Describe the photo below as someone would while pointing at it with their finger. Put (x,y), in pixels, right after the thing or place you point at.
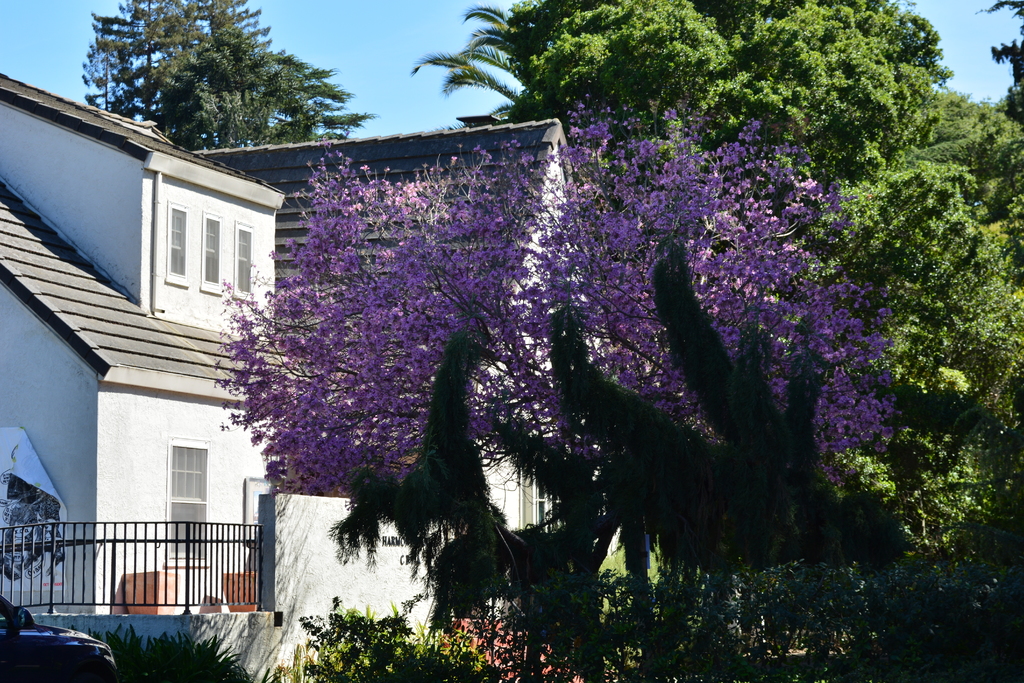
In this image I can see in the left hand side (17,661) bottom it looks like a vehicle (88,660) beside it there is an iron grill (237,568). In the middle (549,312) there is a house (238,437) on the right side (751,312) there are trees (572,242). At the top (430,48) there is the sky (418,59).
